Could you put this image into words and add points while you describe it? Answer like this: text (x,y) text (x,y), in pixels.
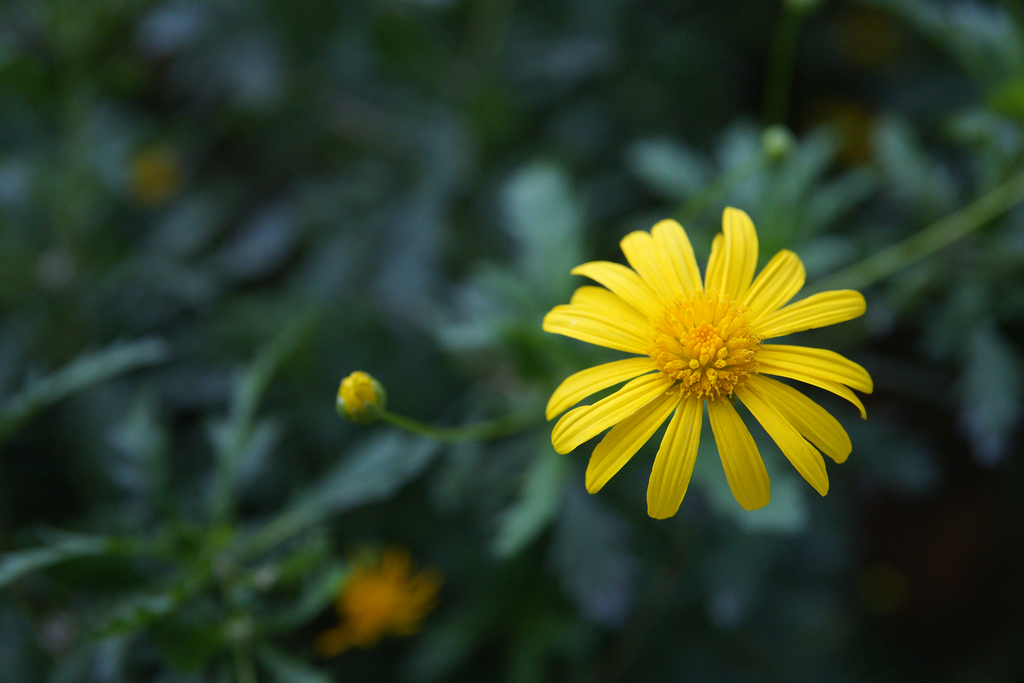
In this image I can see a yellow color flower (718,343). Background (300,413) is in green color.
